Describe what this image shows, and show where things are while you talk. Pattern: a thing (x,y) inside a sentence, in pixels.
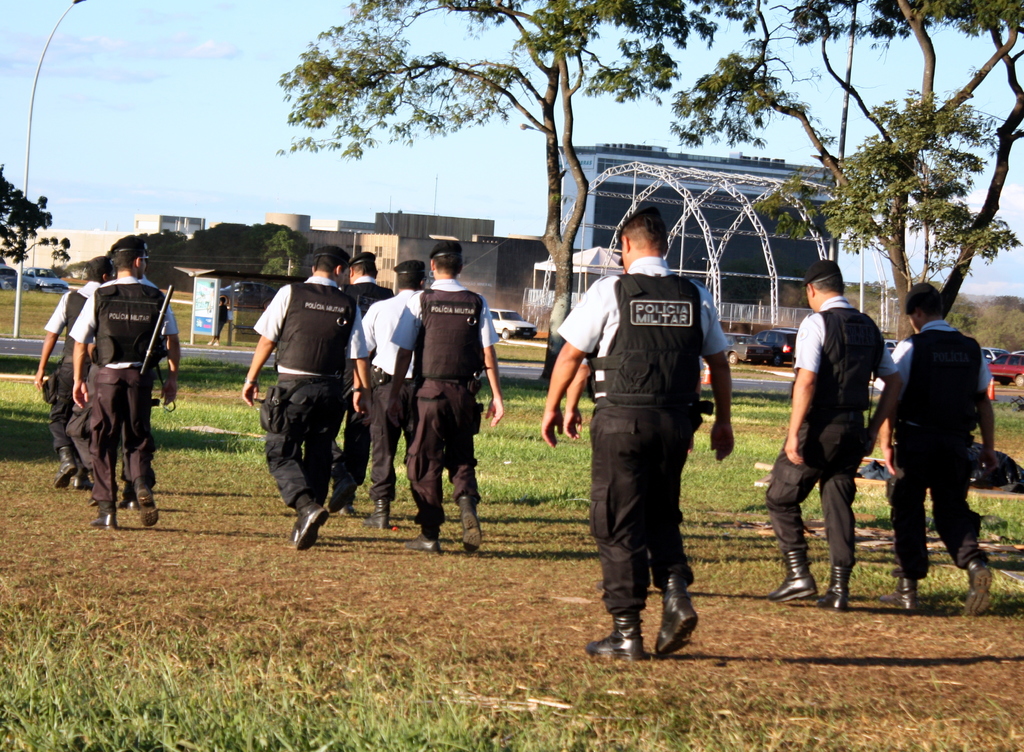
In this picture we can see a group of people (621,617) on the ground (608,621) and in the background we can see buildings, trees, vehicles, sky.
